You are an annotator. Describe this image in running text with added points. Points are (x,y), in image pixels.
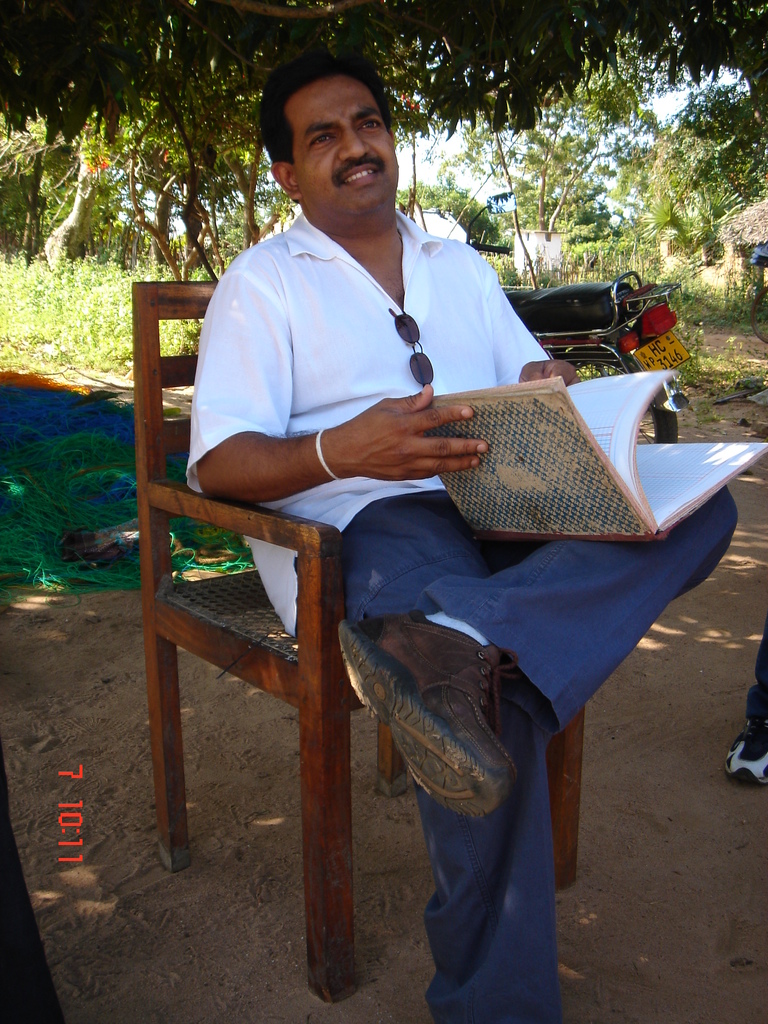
In the image there is a man (360,367) sitting on the wooden chair (290,516) and he is holding the book (637,435) in his hand (399,403) and there are goggles (418,361) in his shirt (419,348). Behind him there is a bike (629,323) and also there are ropes (68,429) on the ground (71,874). On the right side of the image (761,686) there is a leg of a person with shoes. On the left side of the image (68,859) there is a time (78,818) in digits (70,859).
